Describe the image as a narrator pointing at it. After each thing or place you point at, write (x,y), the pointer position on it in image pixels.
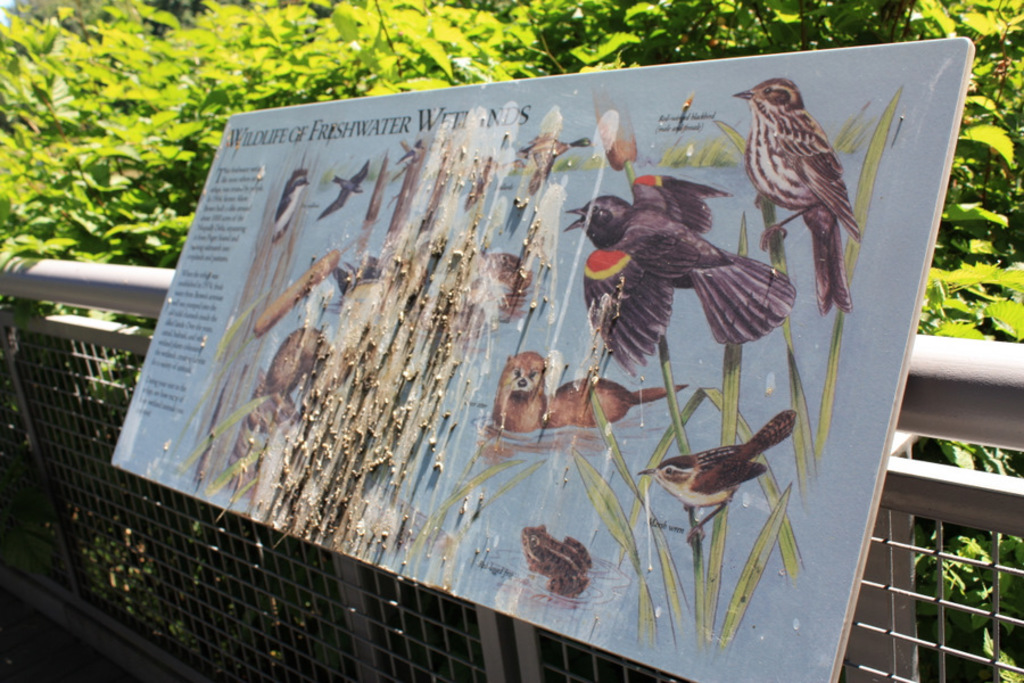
In this image I can see few trees (410,35) and the fencing (106,621). I can see the board (169,362) is attached to the fencing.
